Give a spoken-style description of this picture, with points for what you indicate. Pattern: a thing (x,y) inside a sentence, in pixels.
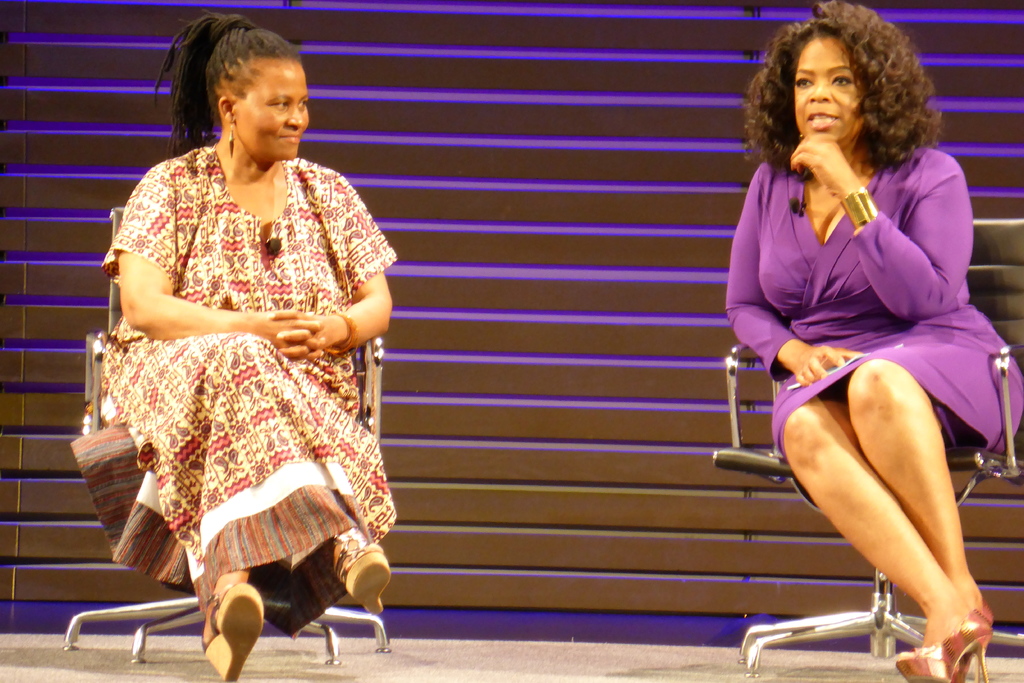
On the left side of the image (332,431) we can see a lady (265,541) is sitting on a chair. On the right side of the image (861,528) we can see a lady (903,412) is sitting on the chair (1011,334) and she wore a violet color dress (919,350) and holding something in her hand (813,381).
